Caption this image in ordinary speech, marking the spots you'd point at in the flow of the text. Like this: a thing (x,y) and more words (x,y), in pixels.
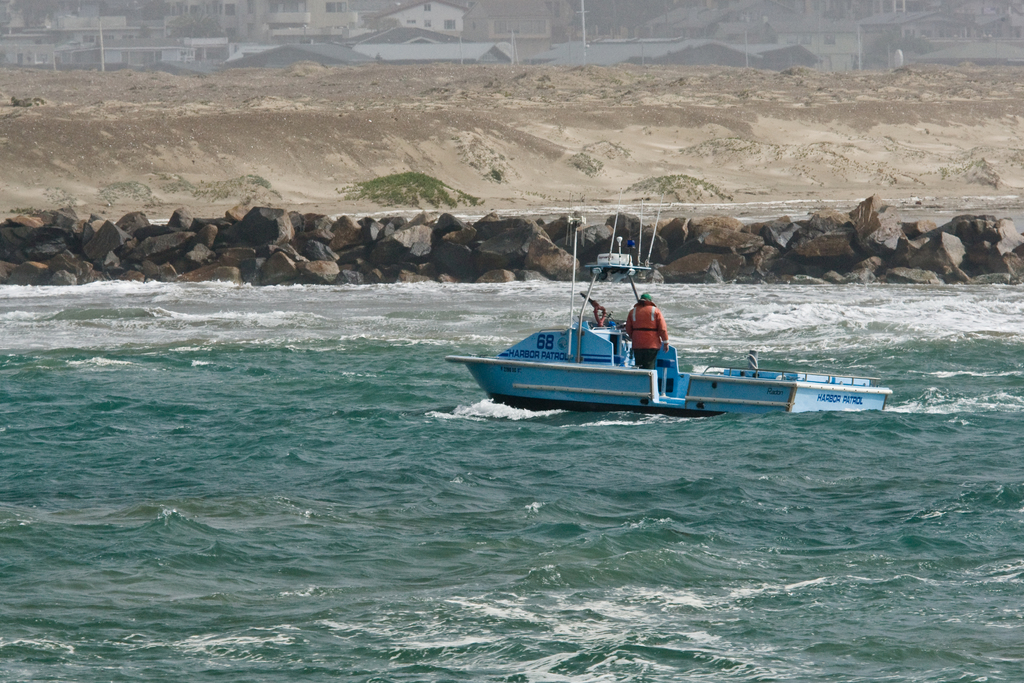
In this image we can see a person (651,325) in the boat (657,392) which is on the surface of the sea (550,473). In the background (376,252) we can see the rocks (664,239) and also the sand (621,127). Image also consists of buildings (300,20) and also houses (820,29).
